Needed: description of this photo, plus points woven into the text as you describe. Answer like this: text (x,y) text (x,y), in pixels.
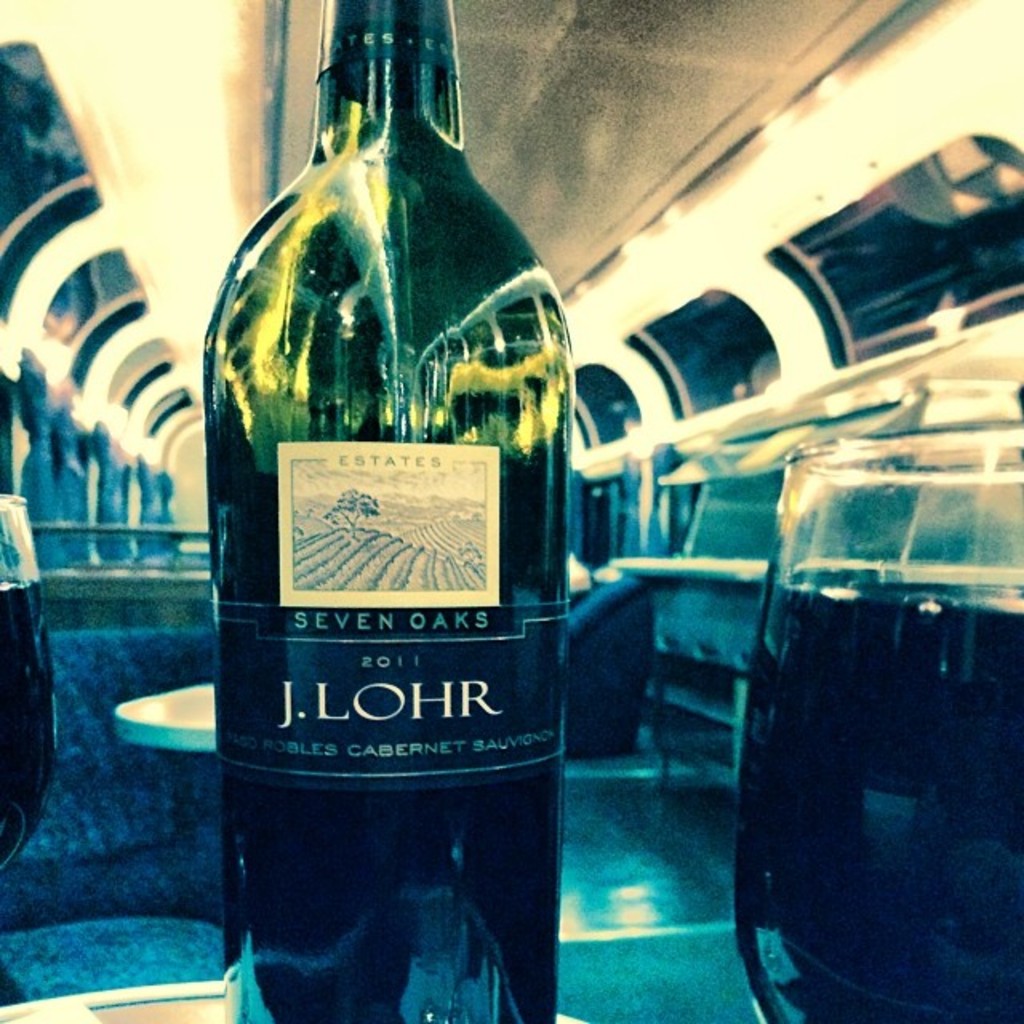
In this image there is a bottle (434,577) and two glasses (781,671). There is a table (192,698) at the back (159,718).
